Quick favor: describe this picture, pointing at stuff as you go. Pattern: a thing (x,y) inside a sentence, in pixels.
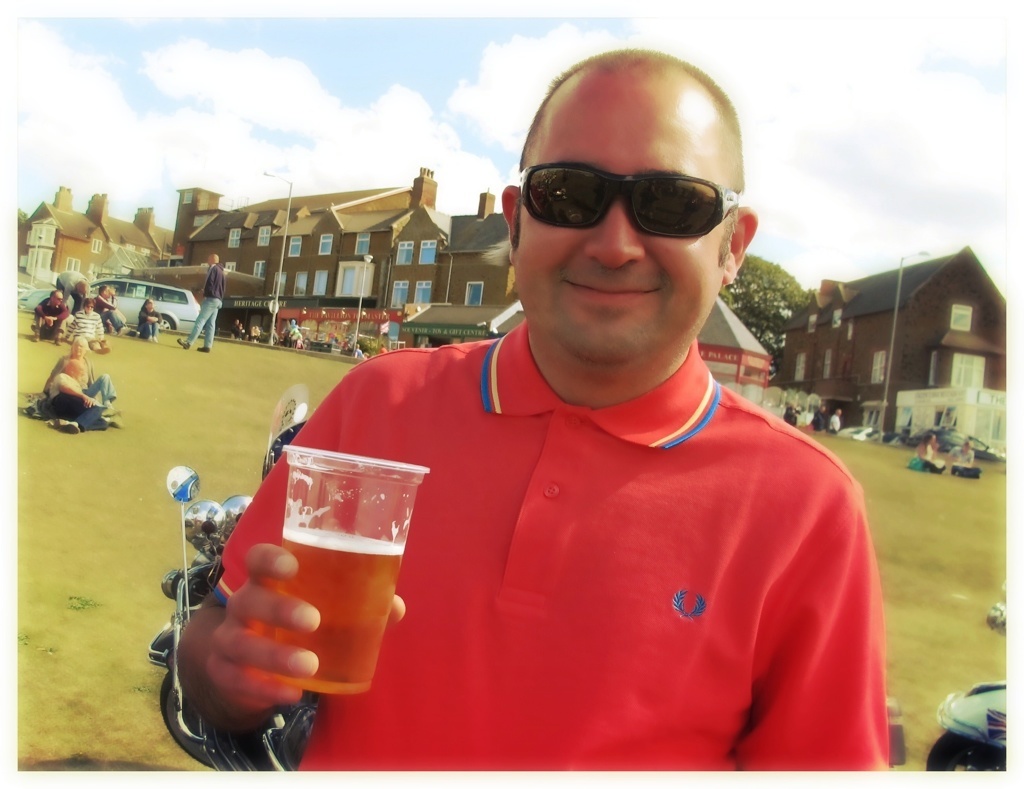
In this picture we can see man (527,512) standing and smiling and holding glass (355,582) in his hand (230,650) and in background (295,324) we can see buildings (272,215), some more persons (54,305), car (194,310), pole (275,321), sky (325,102) with clouds (213,117), trees (749,270).
